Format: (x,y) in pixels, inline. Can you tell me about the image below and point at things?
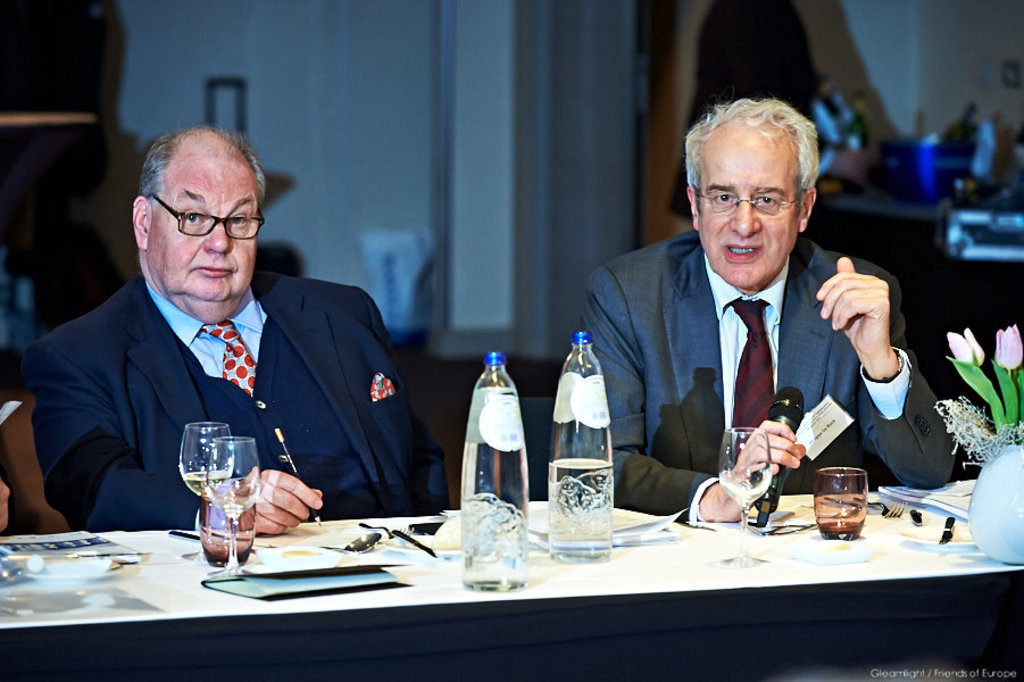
In this image I can see two people (702,330) are sitting and one person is holding something and another person (842,396) is holding the mic (780,410). I can see few bottles (604,432), glasses (849,489), flowerpot (1008,522) and few objects (387,569) on the table (1006,617). In the background (430,161) I can see few objects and the wall (234,57).
